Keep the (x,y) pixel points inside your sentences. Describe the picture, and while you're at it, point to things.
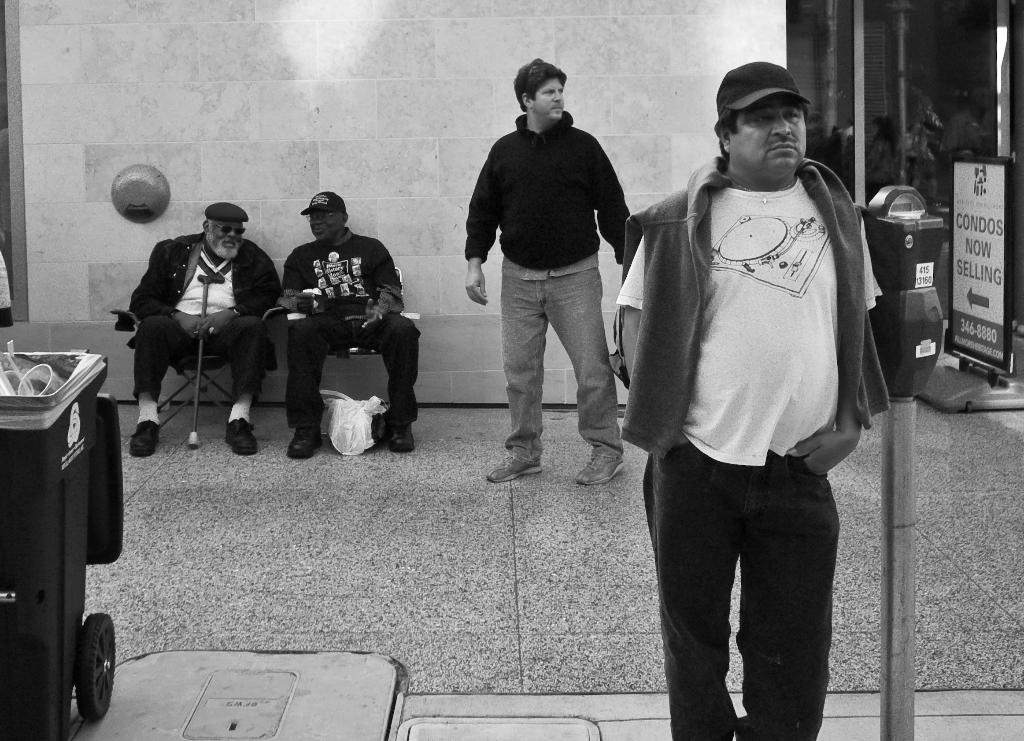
In this image, we can see two men (556,292) standing and there are two men (237,385) sitting, there is a floor (956,622), in the background (30,38), we can see a wall (129,58) and we can see a dustbin (57,618) on the left side (57,618).
